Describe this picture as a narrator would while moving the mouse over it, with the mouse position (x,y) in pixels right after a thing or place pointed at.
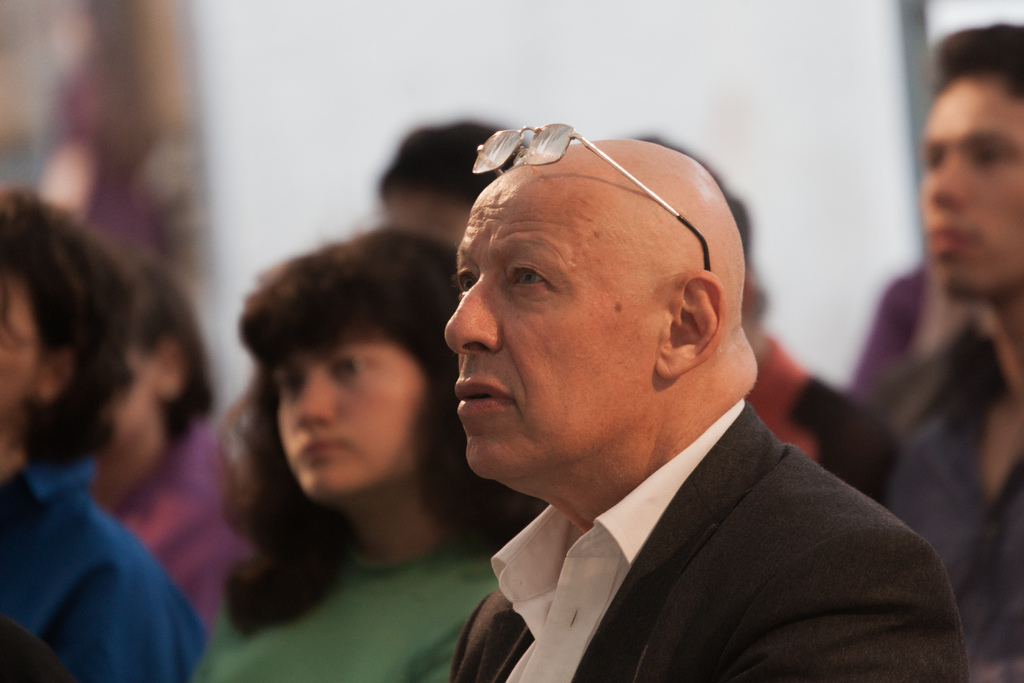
In this image, there are a few people (500,218). We can also see the blurred background (343,64).
